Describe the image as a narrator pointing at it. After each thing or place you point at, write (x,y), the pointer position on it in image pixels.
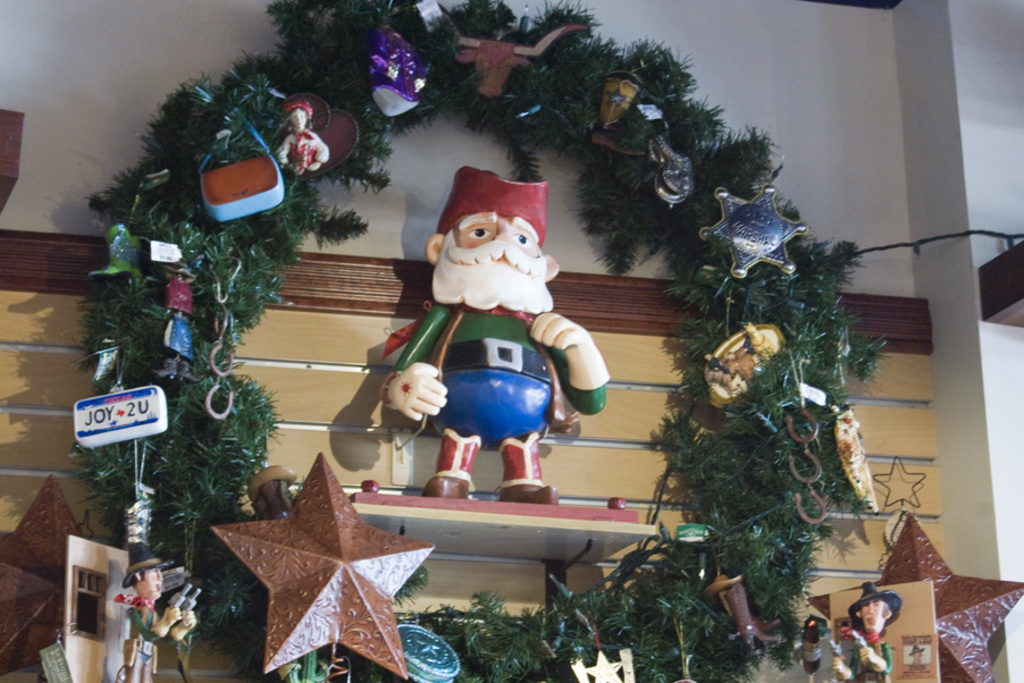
Here in this picture we can see a garland (192,153) present on a wall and we can see toys (187,605) and stars (378,646), all decorated on the garland (194,292) and in the middle (495,256) we can see a toy (519,236) of a Santa Claus (500,238) present over there.
